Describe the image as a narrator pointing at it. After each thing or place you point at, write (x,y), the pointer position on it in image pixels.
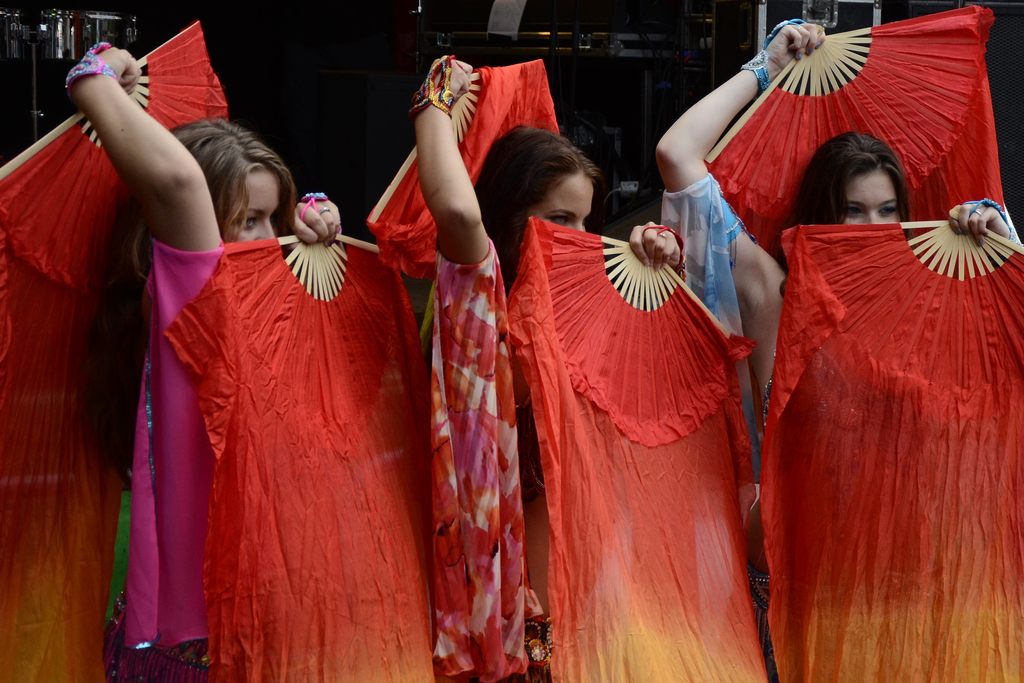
In this image there are people (160,234) with costumes (196,562) in the foreground (819,108). And the background (1013,108) is too dark.
